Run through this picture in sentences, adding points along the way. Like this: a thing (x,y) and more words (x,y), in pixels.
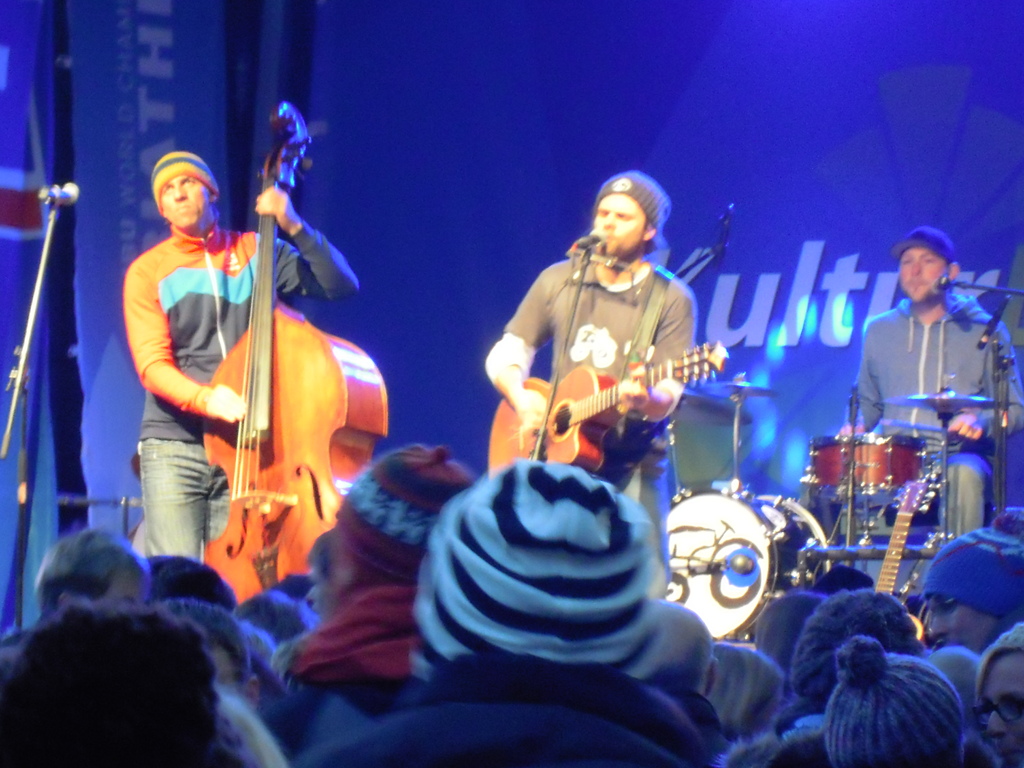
In the image we can see there are people (167,586) who are sitting and they are watching the people (629,375) who are standing and they are playing musical instruments (718,411).
